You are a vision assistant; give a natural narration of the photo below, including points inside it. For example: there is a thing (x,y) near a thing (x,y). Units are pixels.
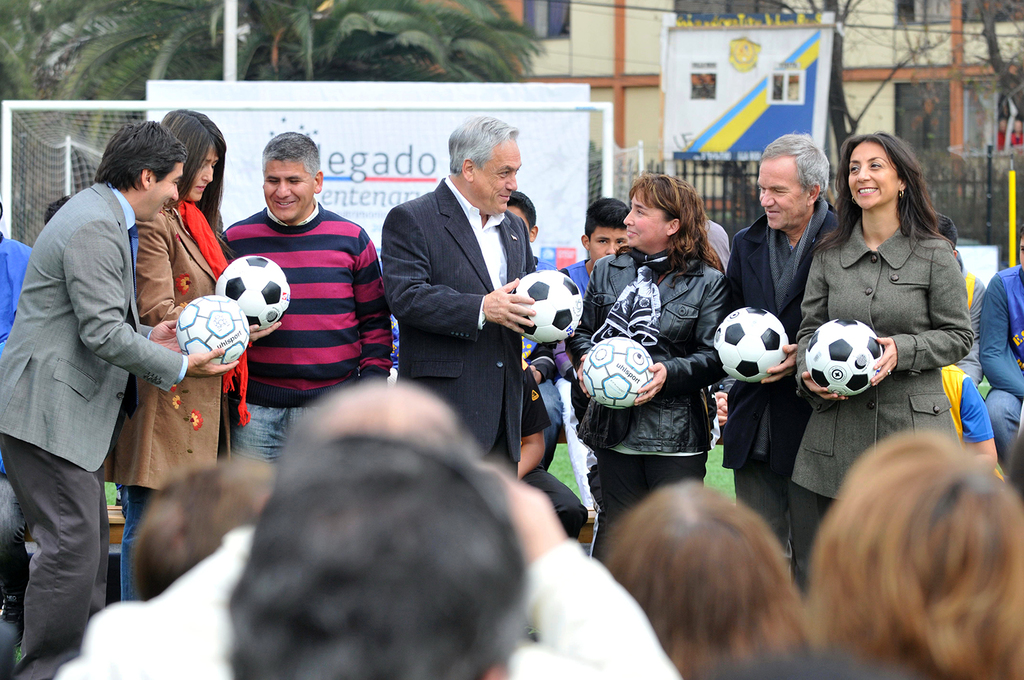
In this image there are group of people (165,421) there are standing and holding footballs (546,303). At the back (624,94) there is a building (627,75) and there is a tree (171,34) and there is a board (351,151) and there is a court (52,171).
